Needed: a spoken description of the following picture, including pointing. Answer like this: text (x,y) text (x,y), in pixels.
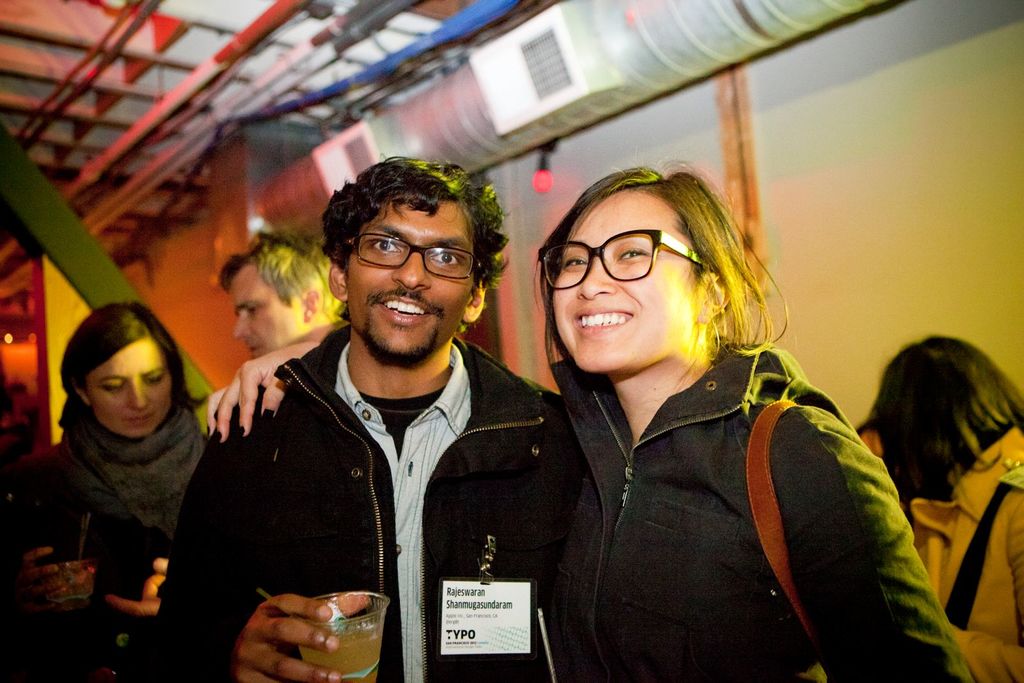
In the center of the image (391,332) we can see a man (532,397) and a woman (607,455) wearing the glasses (557,258) and smiling. We can see the man (420,532) holding the glass (357,625) and we can also see a woman (745,463) wearing the bag (748,457). In the background (312,311) we can see the persons (982,448) and also the wall (912,47) and light (539,184). Roof (181,116) is also visible in this image.
